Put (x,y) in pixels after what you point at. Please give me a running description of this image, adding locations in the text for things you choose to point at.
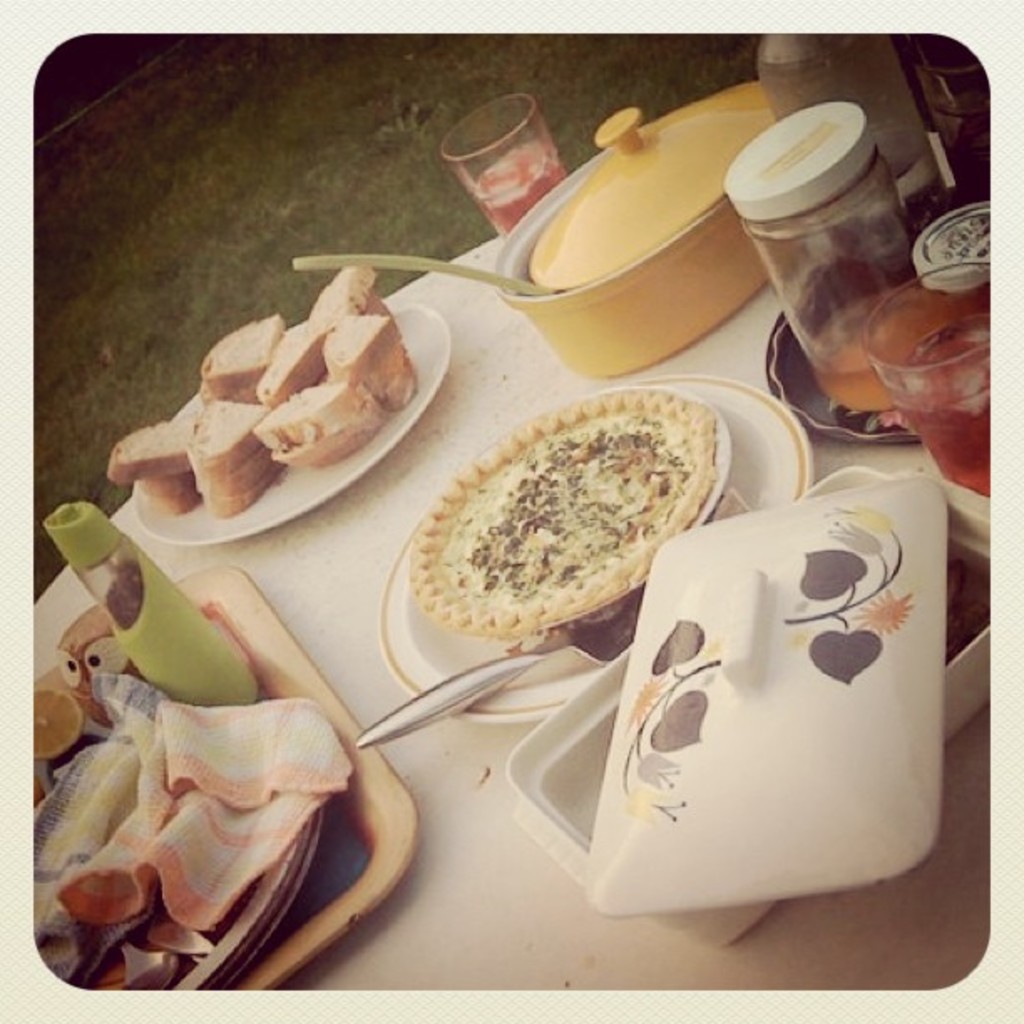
In this image we can see plates (455,652) with food items (508,511), bowls (581,777) covered with lids (658,700) and there are spoons (600,625), a tray (337,736) with a cloth (158,802) and few objects (96,647), a jar bottle (827,324) and glasses (923,354) with drink (941,417) and few other objects (978,133) on the table (458,411) and grass (323,156) in the background (351,146).
